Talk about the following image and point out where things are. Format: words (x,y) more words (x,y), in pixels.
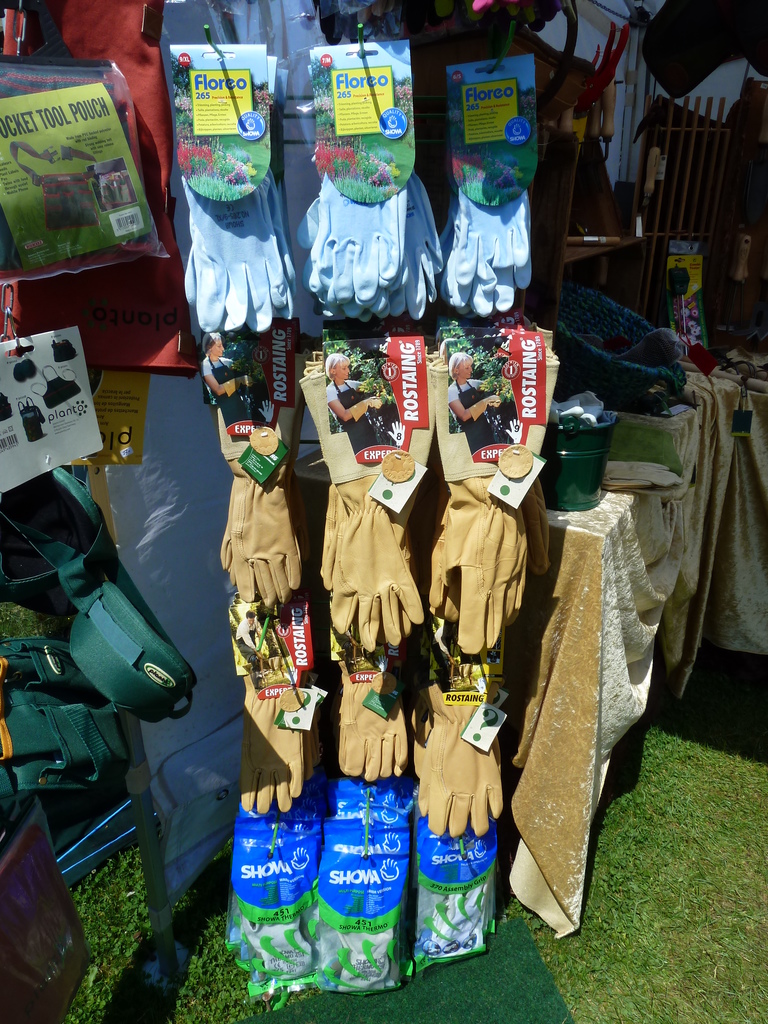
In the picture there are some hand gloves (392,525) and grass (620,955). We can see a table (687,544) on the right side of the picture (706,538) and on the table (697,541) there are some objects (605,428). And on the left side of the image (65,730) we can see a bag (99,619) and some objects (119,360).
